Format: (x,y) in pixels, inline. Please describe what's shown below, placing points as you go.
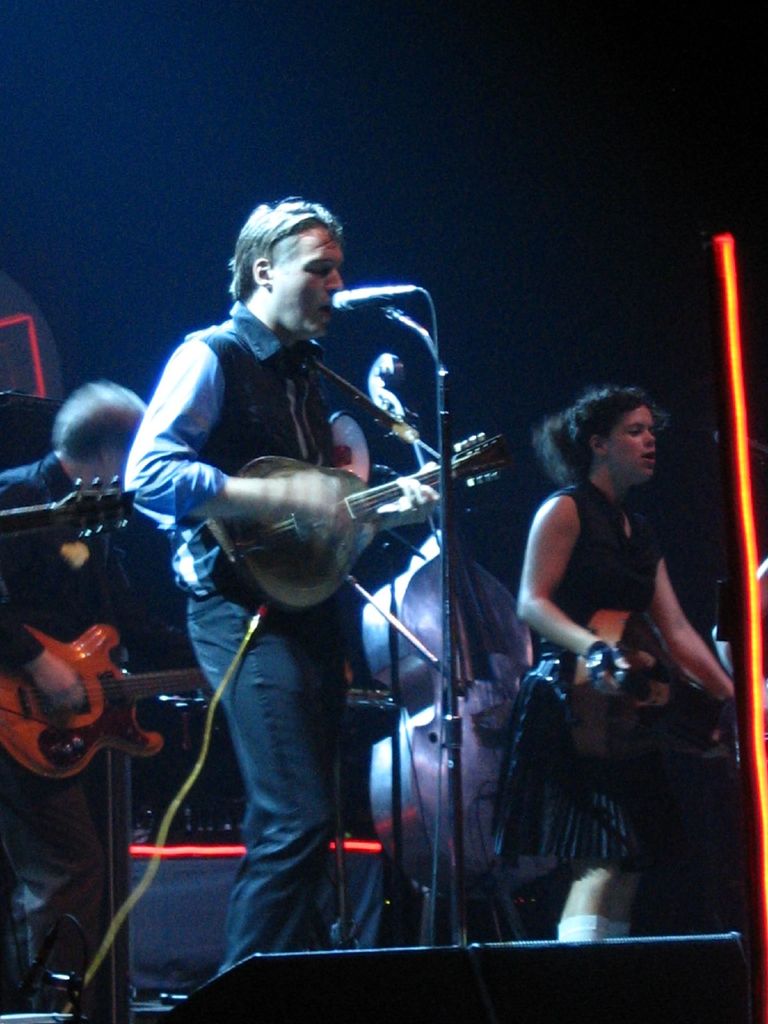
In this image we have two men (269,638) and one women (676,657) who are playing guitar (93,645). The person (206,566) in the middle (299,361) is singing a song in front of the microphone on the stage (365,892).
